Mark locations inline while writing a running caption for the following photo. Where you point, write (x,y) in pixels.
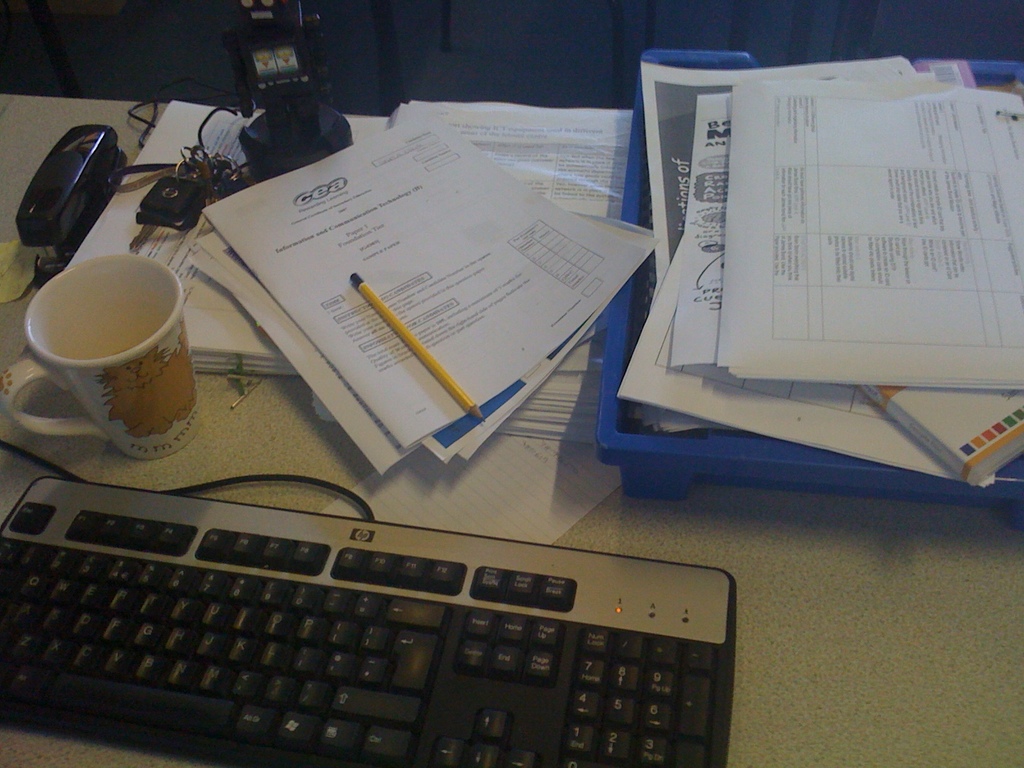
In this image i can see a keyboard (211,567), a cup (161,332), few papers (379,330), a pencil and few other objects (220,190) on the table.
